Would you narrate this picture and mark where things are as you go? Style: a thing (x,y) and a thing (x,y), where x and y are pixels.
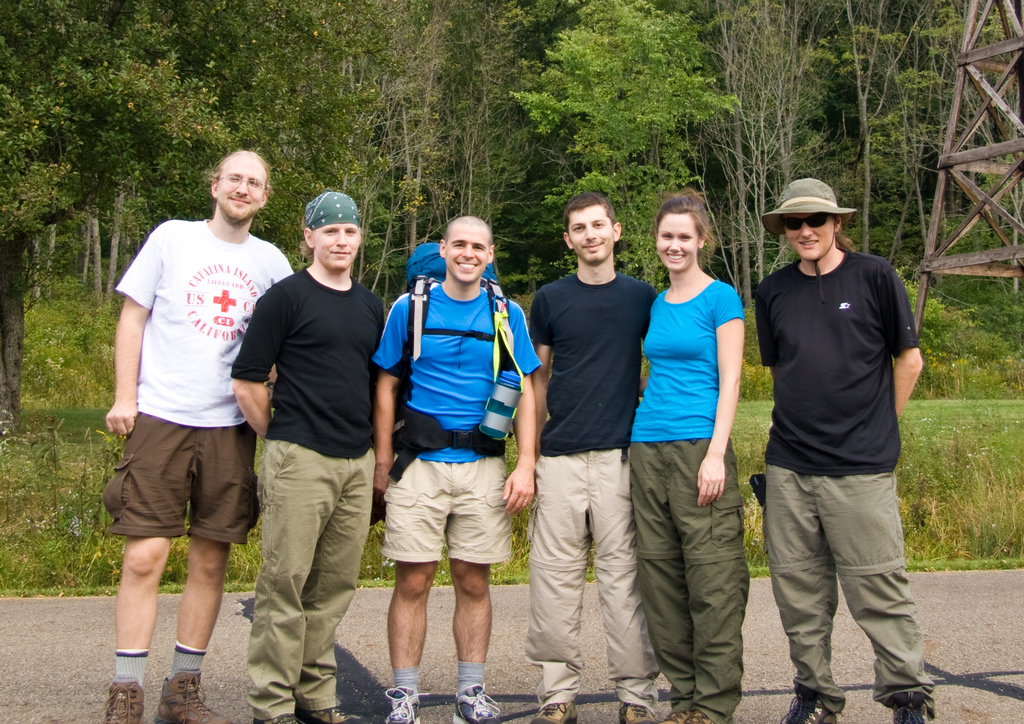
In this image there are persons (469,560) standing, there is a person (468,258) carrying a bag (421,270), there is a water bottle (493,404), there is road (61,649), there are plants (57,489), there are trees (628,89), there is an object (968,272) truncated towards the right of the image (989,155), there is a tree (28,197) truncated towards the left of the image (28,197).
